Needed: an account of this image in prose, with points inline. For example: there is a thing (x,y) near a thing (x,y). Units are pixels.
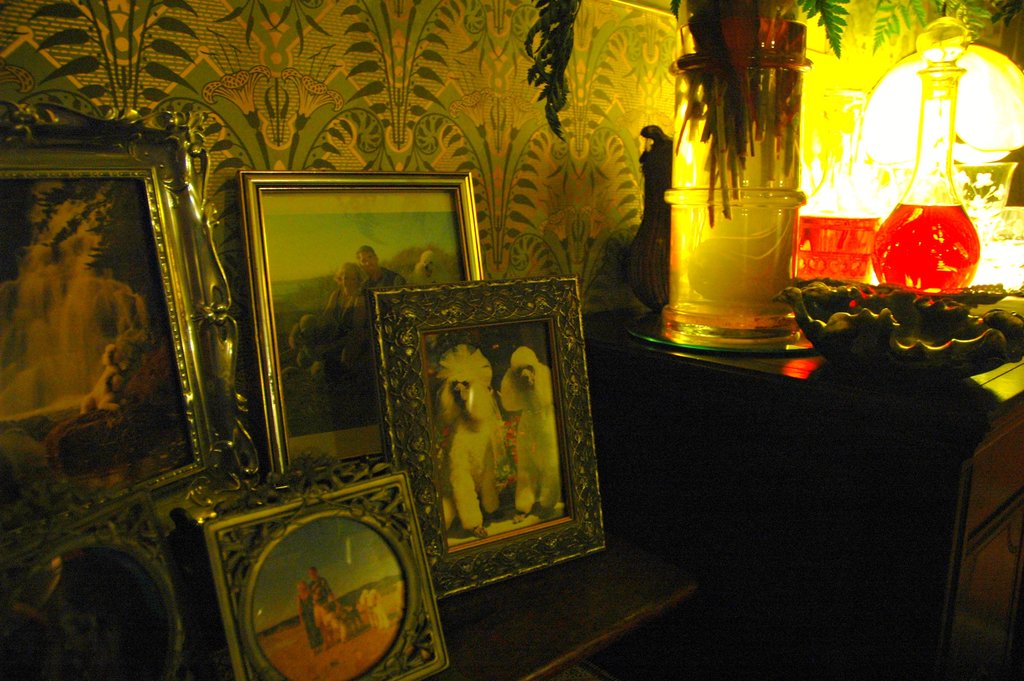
In the center of the image (601,399) there are tables (570,568) and we can see photo frames (429,454), decors (909,318), jars (763,295) and lights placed on the tables (745,426). In the background (610,77) there is a wall (596,84) and we can see a painting (578,124) on it.
